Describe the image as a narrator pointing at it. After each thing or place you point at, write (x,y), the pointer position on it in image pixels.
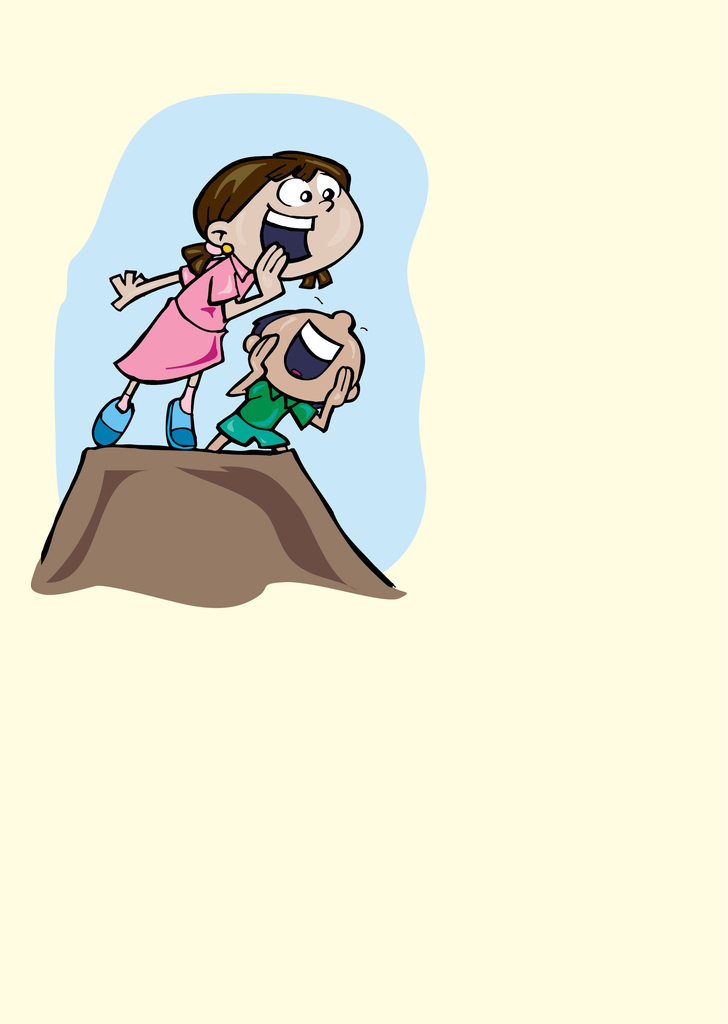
In this image I can see a depiction picture of two cartoon characters (217,446). I can see one of them is wearing the green colour of dress (274,423) and one is wearing the pink colour of dress (184,272).
